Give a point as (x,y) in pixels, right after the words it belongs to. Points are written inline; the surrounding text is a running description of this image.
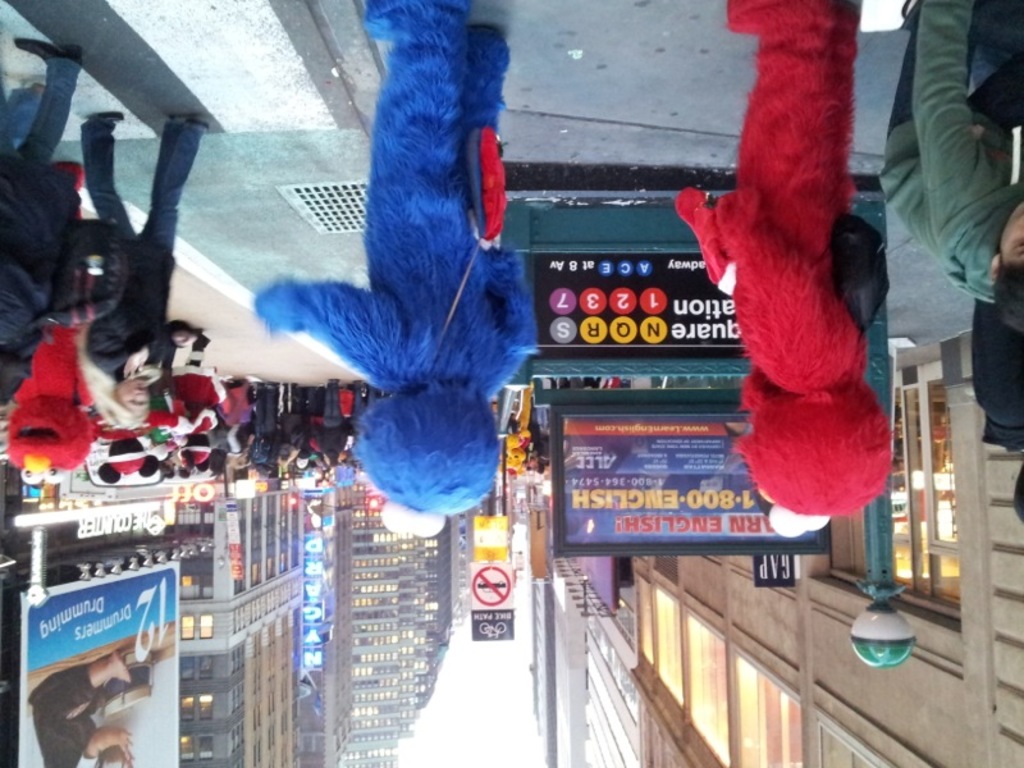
In this picture those look like the persons (764,327) in the costumes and also I can see few boards (647,485), on the left side (24,180) there are group of people (332,389), there are buildings (426,546) on either side of this image, at the bottom (502,673) I can see the sky (490,708). In the bottom left hand side (119,699) there is a board (134,674).
